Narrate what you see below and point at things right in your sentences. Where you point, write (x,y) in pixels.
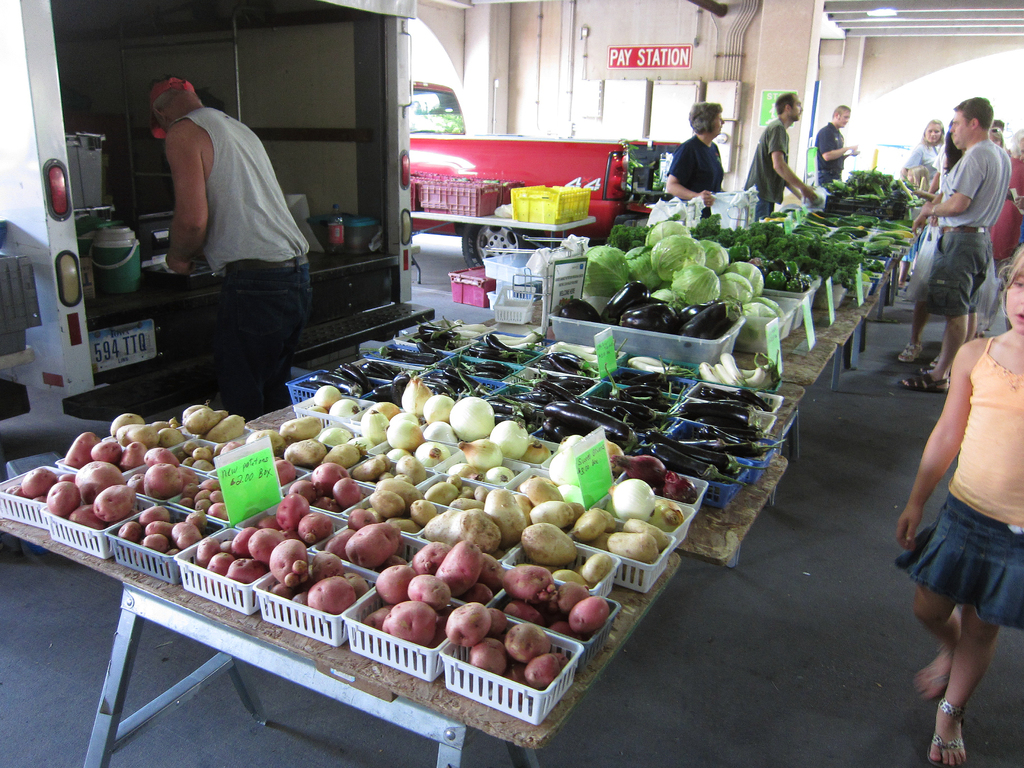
In the center of the image (655,266) we can see fruits (805,224) and vegetables (585,391) placed on the tables (727,360). On the right side of the image (818,171) we can see persons (944,256). On the left side of the image (105,277) we can see vehicles (380,217) and containers (502,200). In the background (525,76) we can see wall (602,72) and windows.
